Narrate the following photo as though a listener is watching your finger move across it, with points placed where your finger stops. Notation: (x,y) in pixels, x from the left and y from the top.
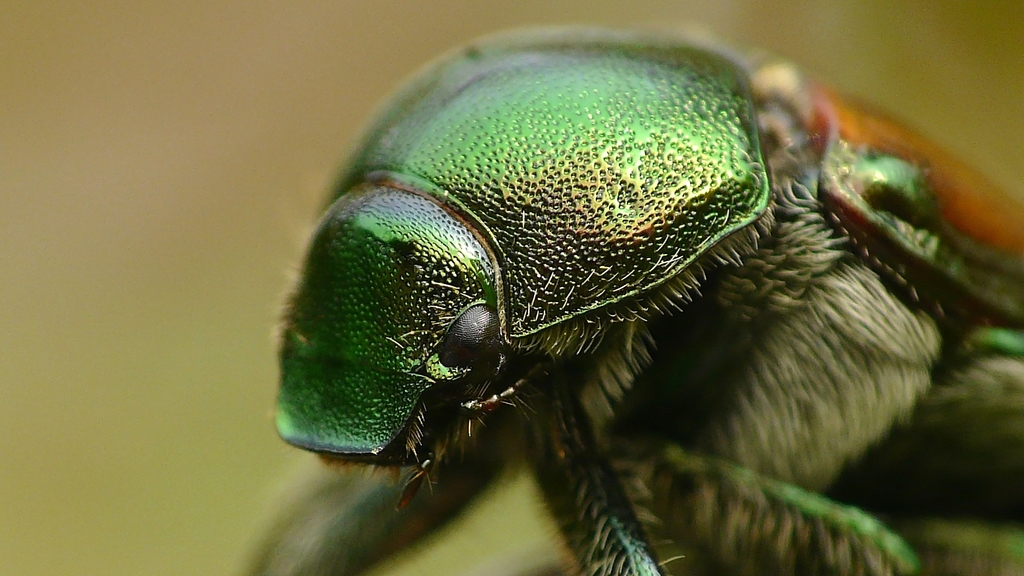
In this image there is an insect (647,149), in the background (303,111) it is blurred.
